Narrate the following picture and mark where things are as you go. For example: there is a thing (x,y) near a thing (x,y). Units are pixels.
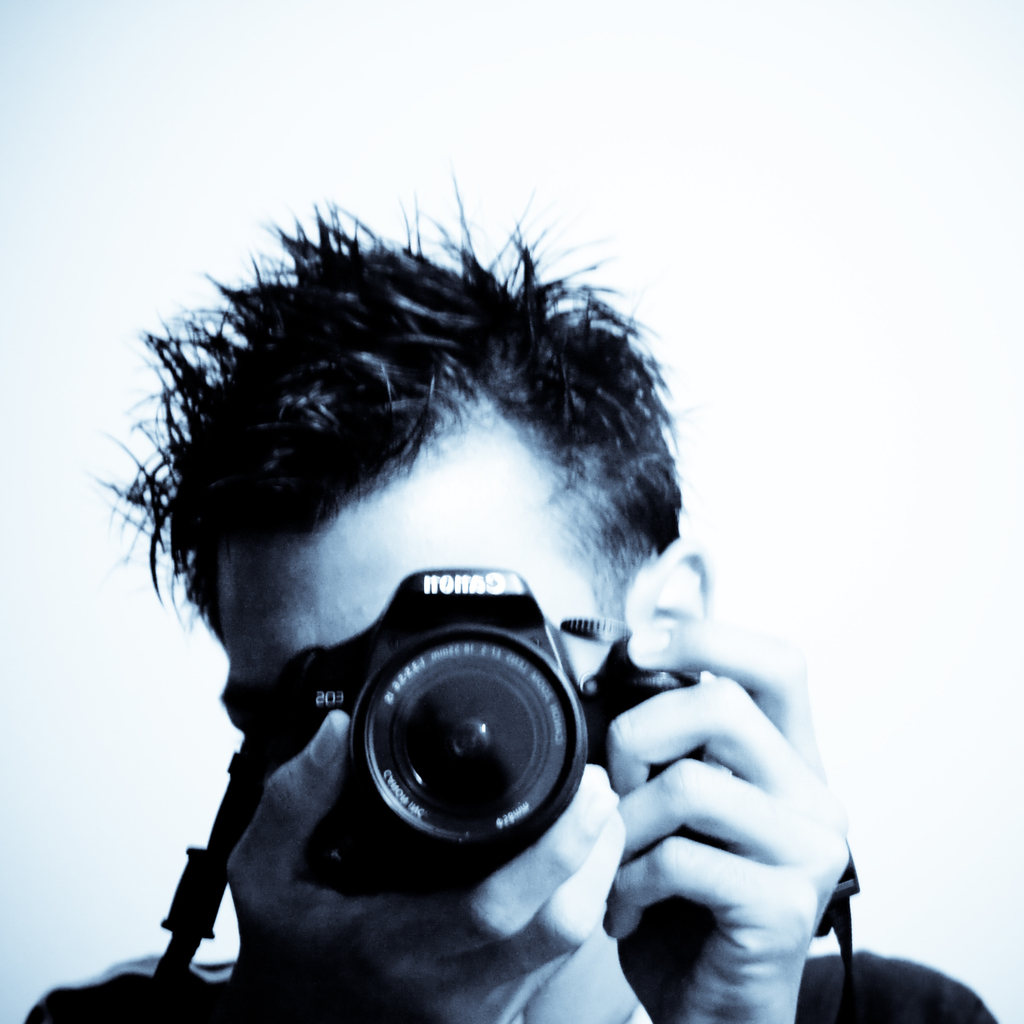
In this image I can see a man (513,493) is holding a camera (465,770).
